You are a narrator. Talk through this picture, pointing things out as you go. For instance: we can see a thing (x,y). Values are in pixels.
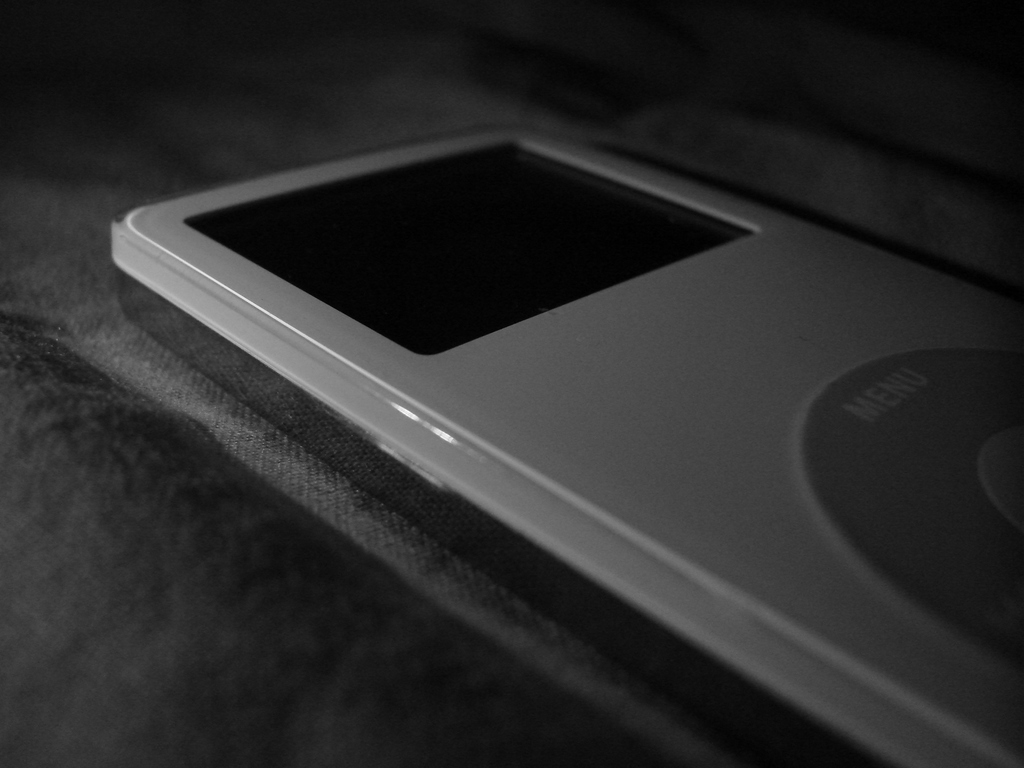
This is a black and white picture, in this image we can see an ipod (241,206) and the background (765,177) is dark.
